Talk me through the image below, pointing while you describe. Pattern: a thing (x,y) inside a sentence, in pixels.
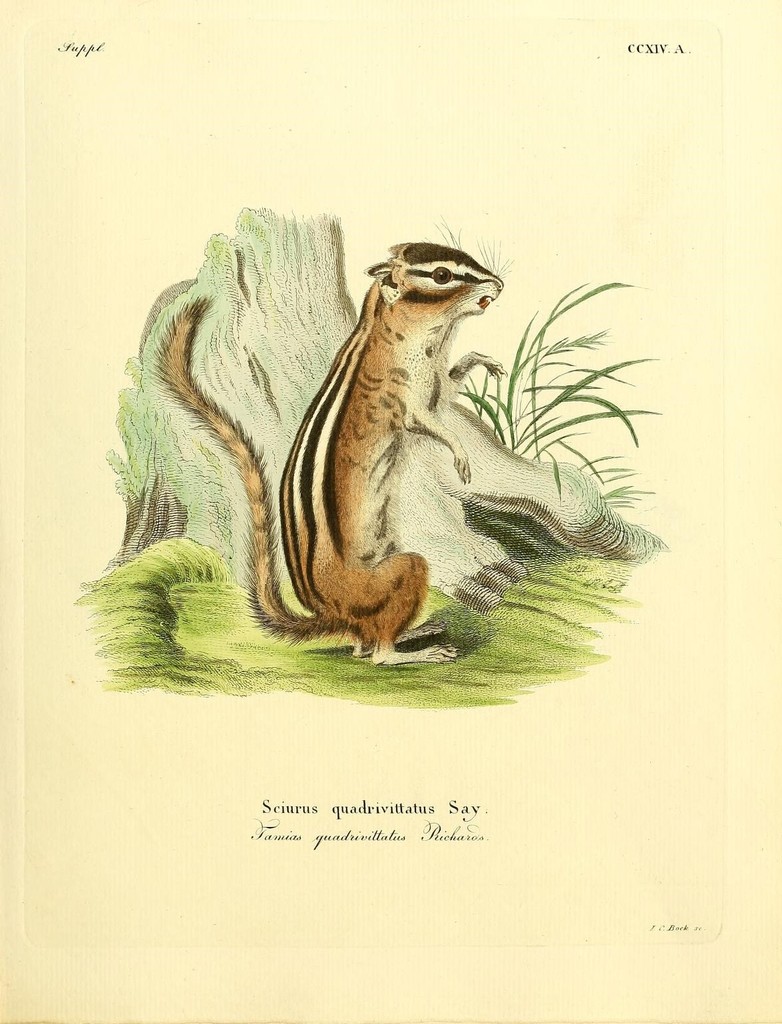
This is a poster (526,936) and in this poster (269,365) we can see a squirrel (453,317) standing on grass (198,582) and some text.
